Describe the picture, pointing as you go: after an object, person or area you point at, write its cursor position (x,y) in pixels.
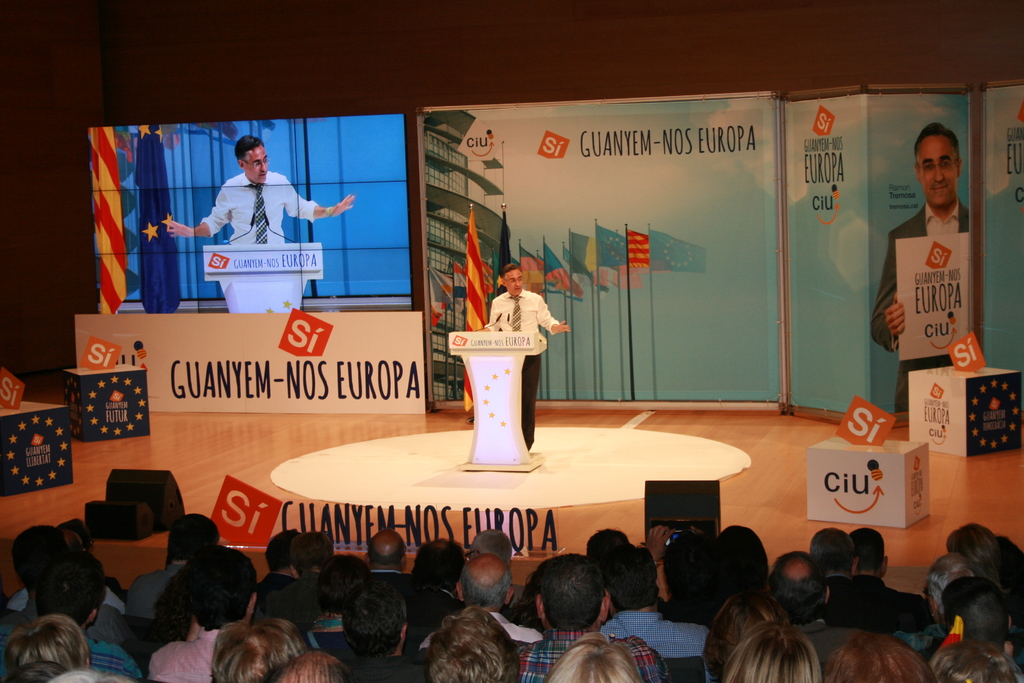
In this image we can see a few people (710,549), some of them are sitting, one person (492,323) is talking, in front of him there is a podium (480,366), and mics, behind to him there are boards (565,204) with some text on them, there are flags (469,328), lights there are some boxes (950,389) with text (827,486) on them, there is a screen (332,207).
